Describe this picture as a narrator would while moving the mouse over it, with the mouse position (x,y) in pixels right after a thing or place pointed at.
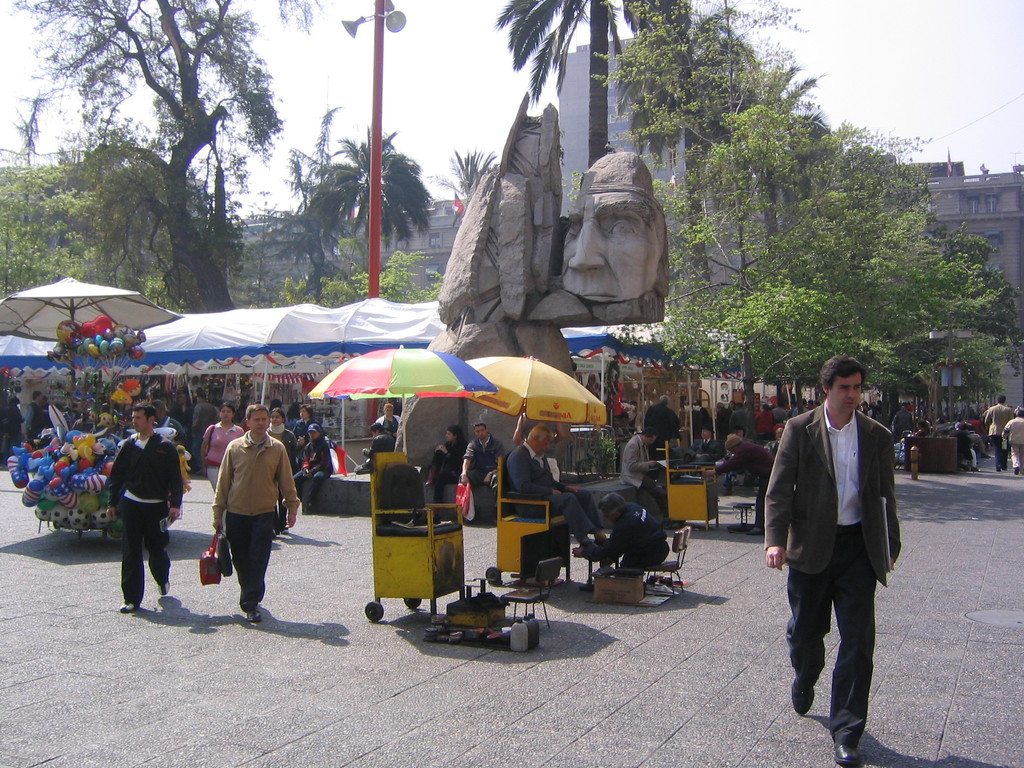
In this image I can see there are few persons (242,498) standing on the ground (302,526) and few persons (598,505) sitting on the chair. And there is a tent (634,345). And there are some toys (88,456). And there are trees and a pole (381,22). And there are speakers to the pole (379,5). And there is a statue (543,328). And at the back (441,208) there are buildings (612,98) and flag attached to it. And at the top (432,194) there is a sky (412,31).
